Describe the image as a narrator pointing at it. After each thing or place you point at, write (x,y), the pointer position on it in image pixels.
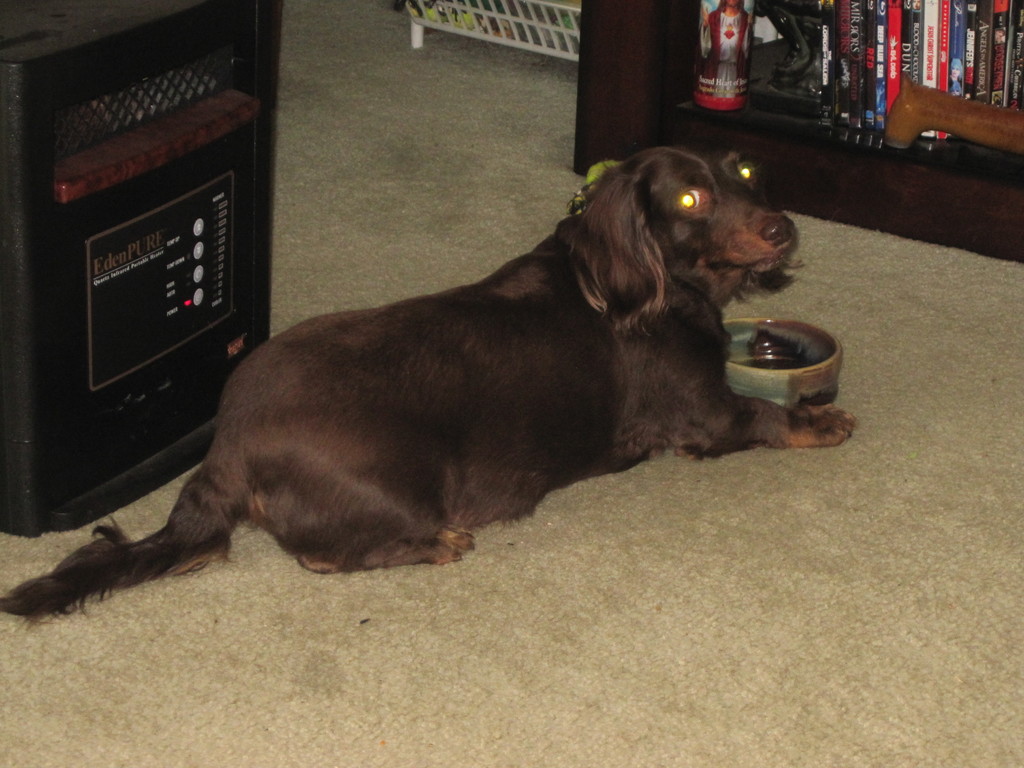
In this image there is a dog (691,426) on the floor (700,465), in front of the dog (733,422) there is a bowl (765,338), there are few books (823,106) in the shelves (578,165), a heater (138,285) and a tray (523,21).
